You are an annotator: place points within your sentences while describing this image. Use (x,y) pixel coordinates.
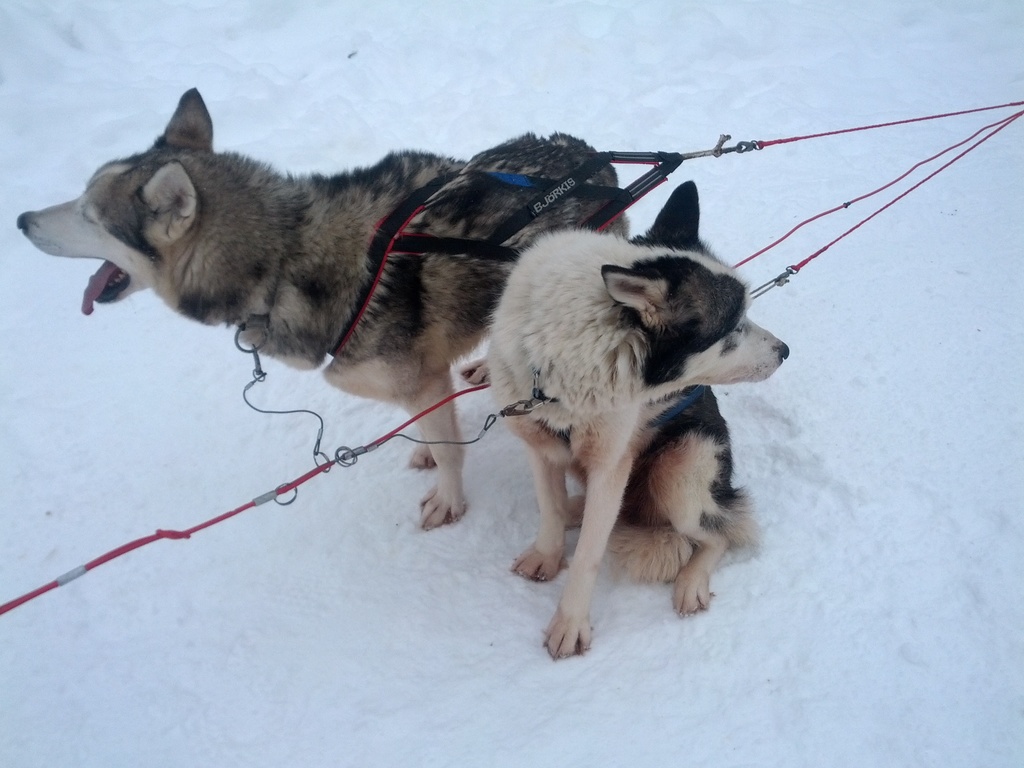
In the picture I can see two dogs (682,283) in the snow (470,456). I can see the dog chains (255,318) on the neck (329,270).
